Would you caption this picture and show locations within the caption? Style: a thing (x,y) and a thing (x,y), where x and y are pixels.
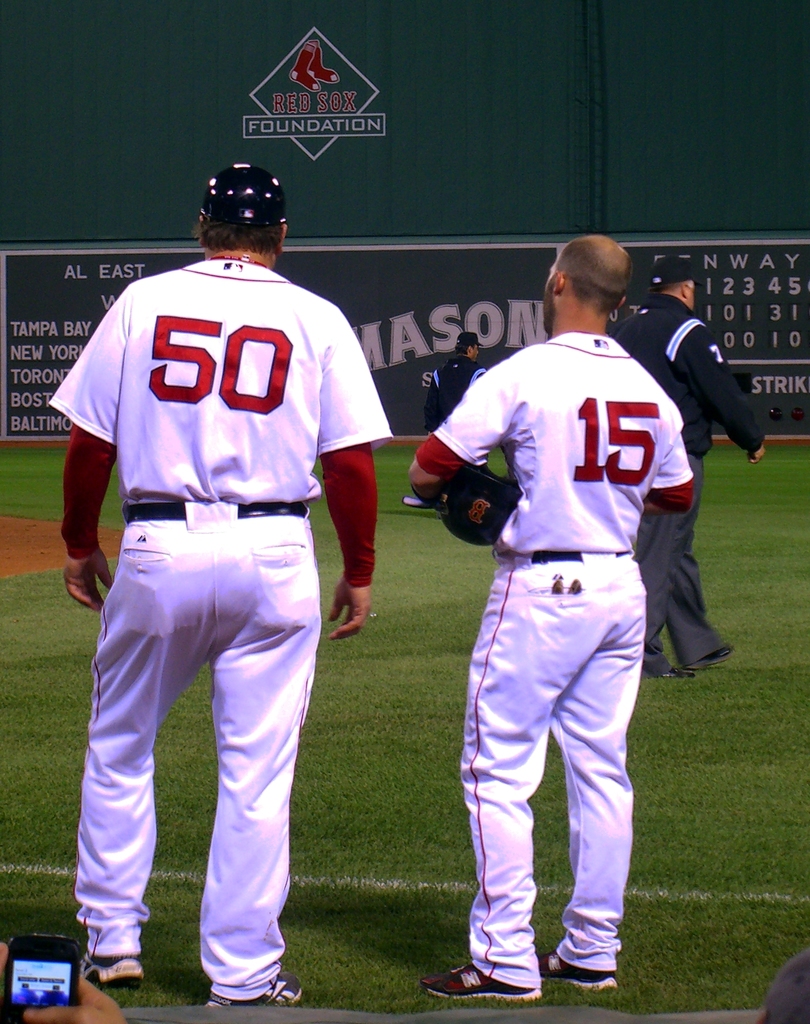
In this image there are persons (458,441) standing and walking, there is a board (84,317) with some text (396,340) and numbers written on it and there is grass (363,650) on the ground (374,617). In the front (61,974) there is a person (85,989) holding a mobile phone (37,990).
